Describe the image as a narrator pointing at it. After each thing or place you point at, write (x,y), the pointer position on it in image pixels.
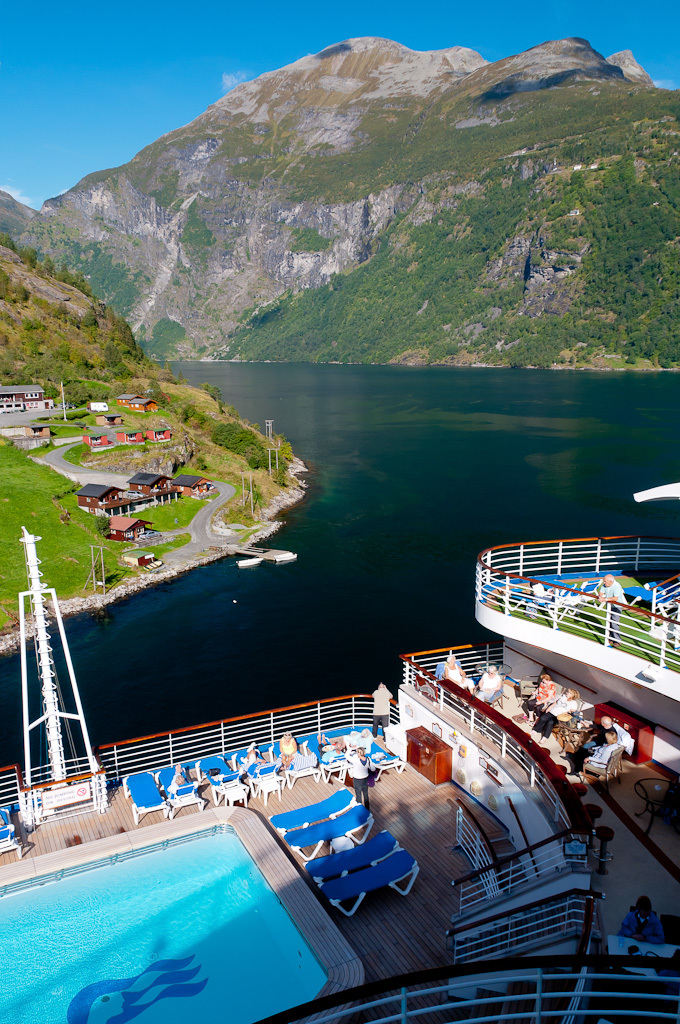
In this image at the bottom (475,749) there is one ship (561,836), in that ship (621,673) there is one swimming pool (222,892), chairs (350,833) and some persons (586,760) are sitting and also we can see some objects (487,870). In the center (341,392) there is a river (364,608), on the left side (122,498) there are some houses (146,475) and some trees (150,383) and grass (81,420). In the background (78,220) there are some mountains (302,181), and at the top of the image (194,41) there is sky (178,46).
